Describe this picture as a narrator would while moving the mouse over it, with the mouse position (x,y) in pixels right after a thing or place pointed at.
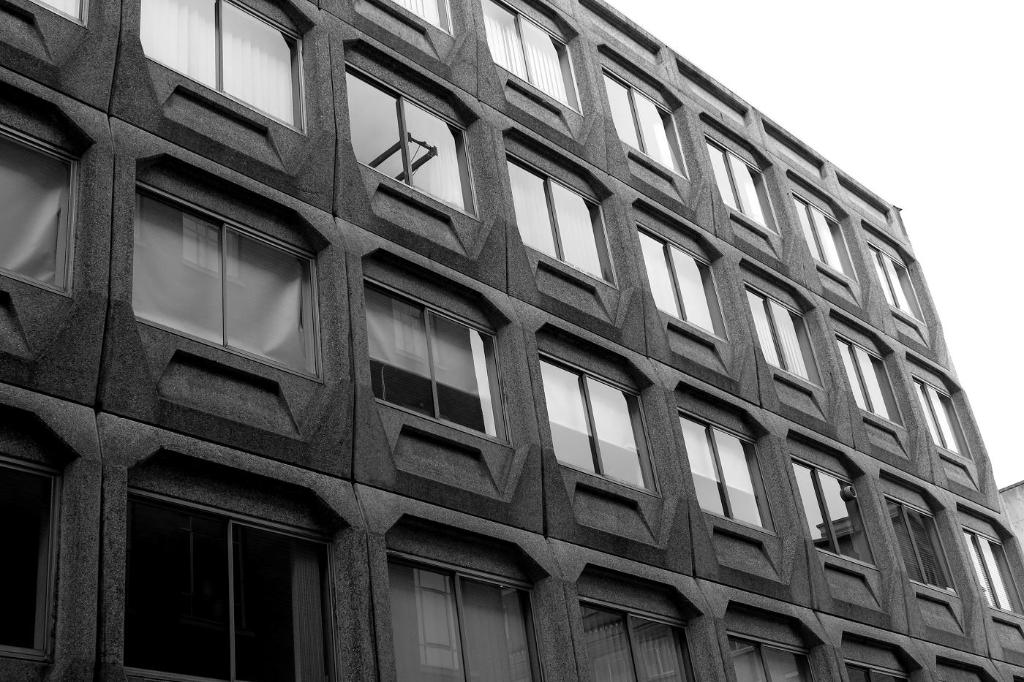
This is a black and white image. In this image we can see building (607,343). In the background (856,30) there is sky (888,145).
